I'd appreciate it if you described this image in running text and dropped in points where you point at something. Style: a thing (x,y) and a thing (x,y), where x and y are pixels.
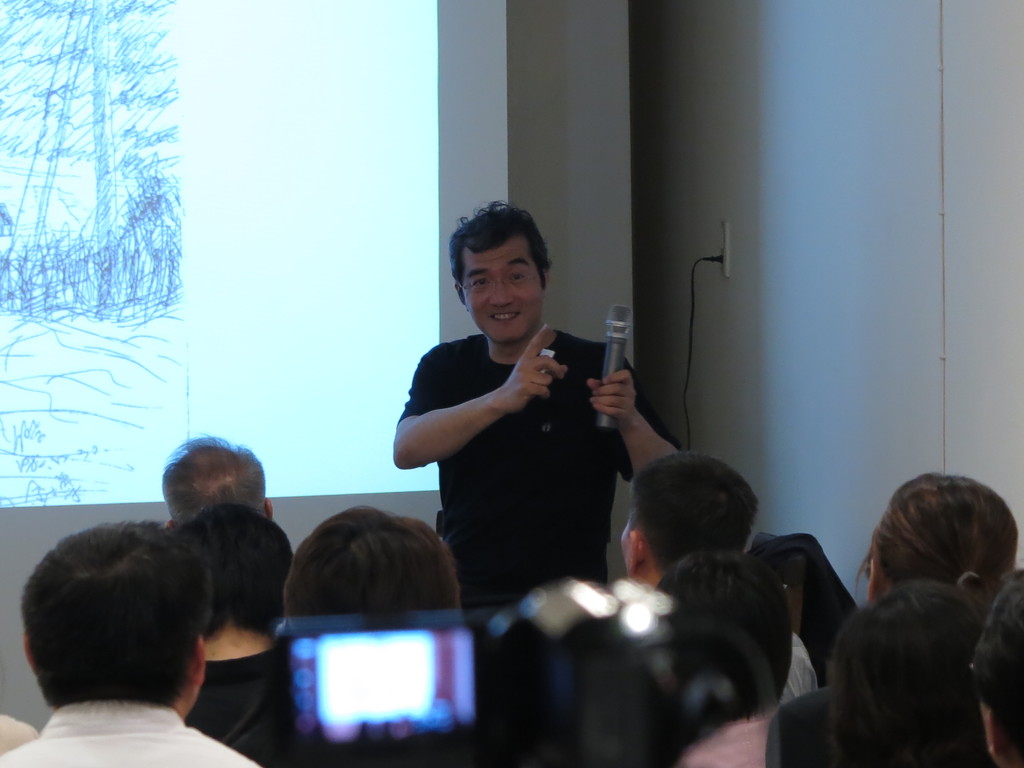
In this image, we can see group of people (756,645) at the bottom of the image (803,650). And in the middle (535,439), a human (516,369) is holding microphone (621,364). And he is smiling. At the background (250,307), we can see screen (259,264). Here we can see wire (693,291) and switch board (727,269), white color wall (842,243) and pipe (941,261) here. At the bottom, we can see camera screen (403,700).
